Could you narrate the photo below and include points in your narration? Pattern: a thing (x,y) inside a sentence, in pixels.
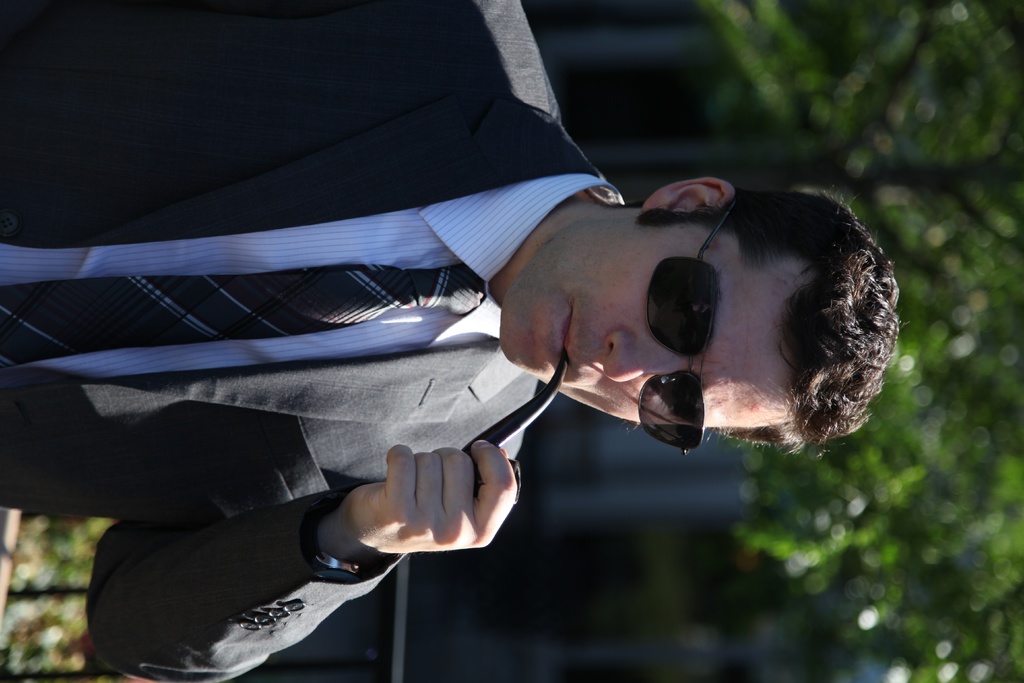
It is a tilted image there is a man (398,323) he is wearing a suit (361,369) and he's smoking, he is also wearing sunglasses (684,261). Behind the man (667,195) the background (813,91) is blurry.
